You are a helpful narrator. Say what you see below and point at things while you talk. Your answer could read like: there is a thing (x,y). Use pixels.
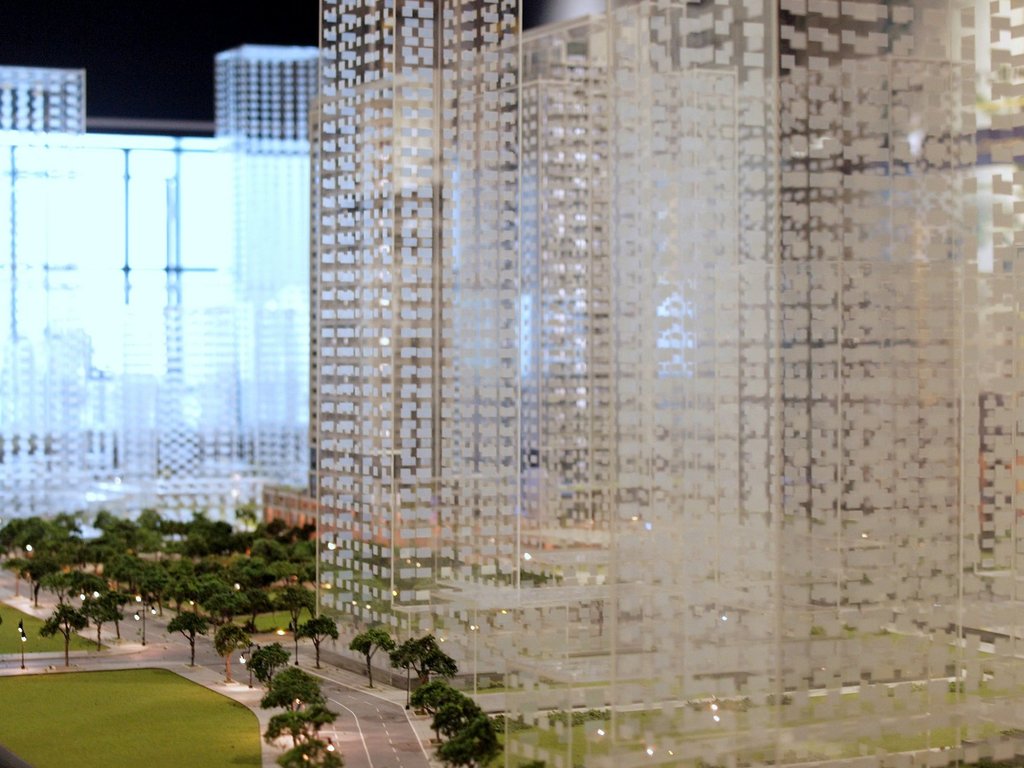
In the image there are glass buildings (528,437) all over the image with road (365,717) in front of it, covered with trees (295,754) on either side of the road (379,720) and garden (169,726) behind it, this is a plan of the building (455,8).
